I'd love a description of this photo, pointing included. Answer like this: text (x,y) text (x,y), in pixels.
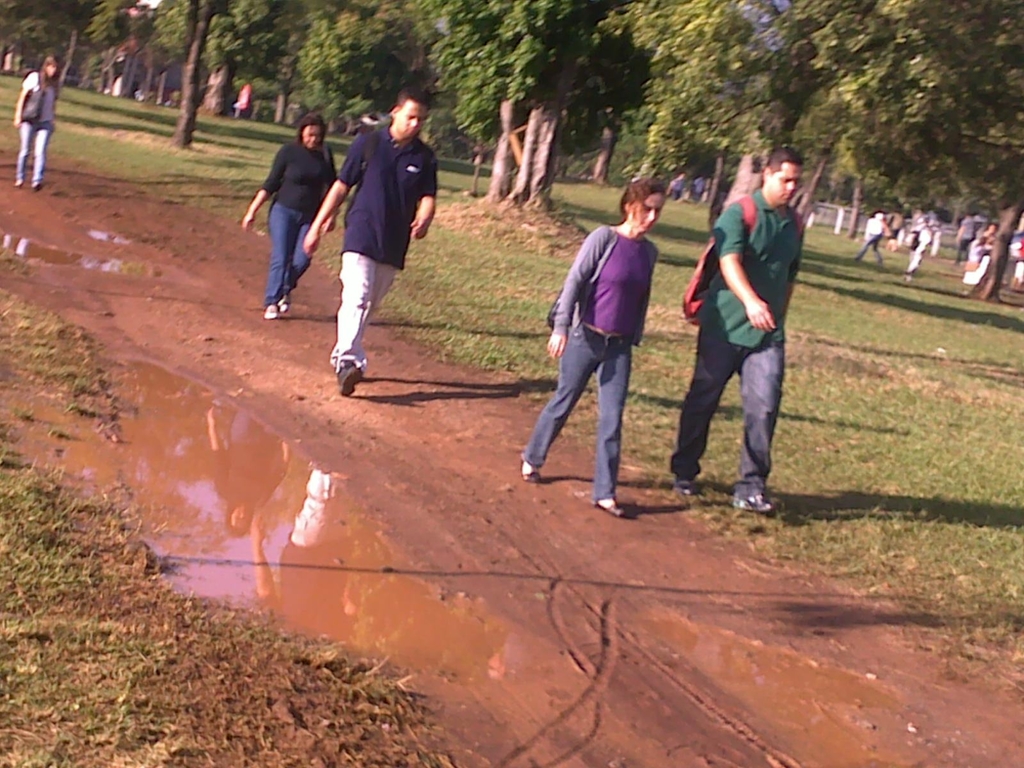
In this image I can see people (621,348) are walking on the ground (492,242). Here I can see water (236,503), the grass (849,326), trees (390,78) and other objects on the ground (326,274).
